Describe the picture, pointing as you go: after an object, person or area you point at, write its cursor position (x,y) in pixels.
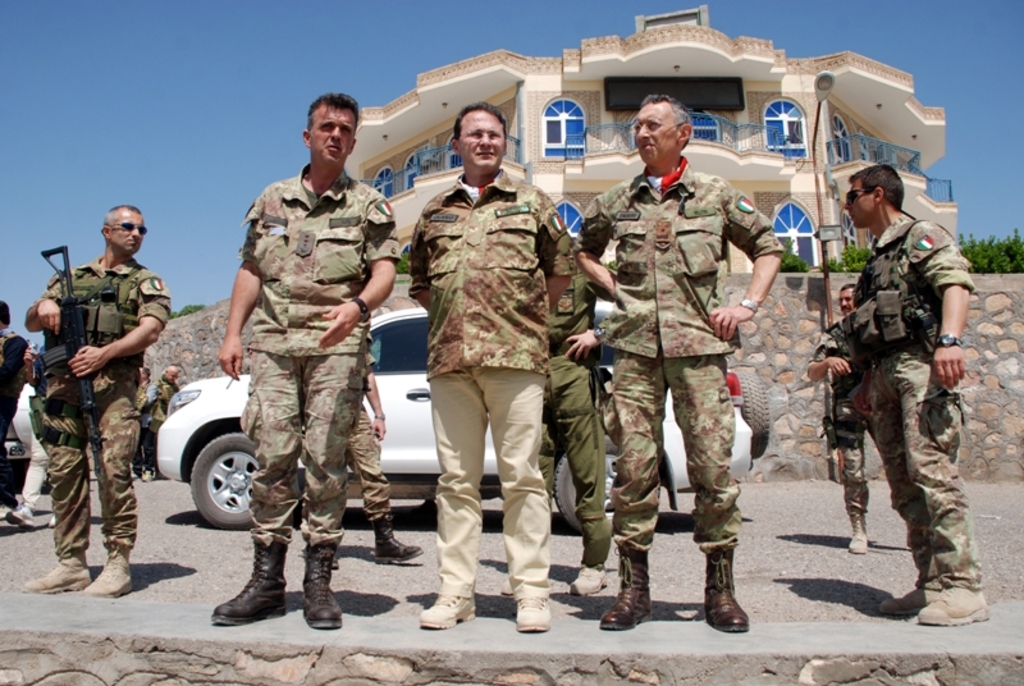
In this image I can see the group of people (506,368) with military uniforms (688,454). I can see few people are holding the guns (62,357). In the background (406,433) I can see the vehicles (427,428) on the road (413,498). I can also see the wall (791,459), many trees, building (629,157) with railing (705,135) and windows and the sky (211,122).
